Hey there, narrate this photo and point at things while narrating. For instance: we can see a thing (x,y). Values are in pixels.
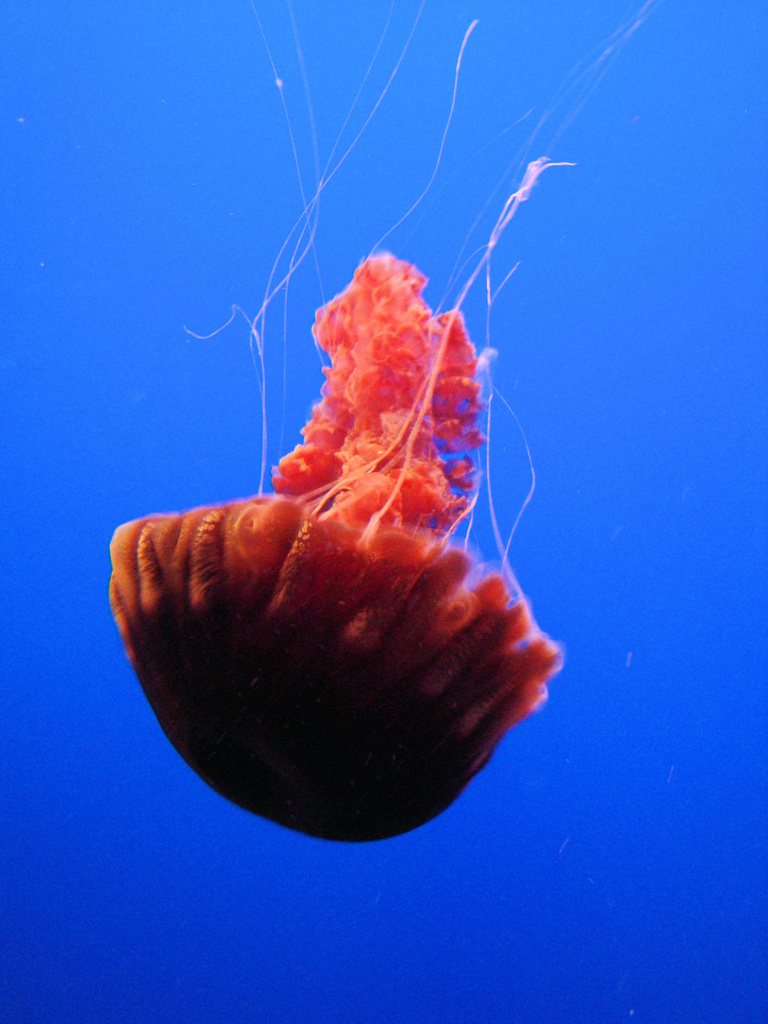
In this image we can see there is a jellyfish (344,655).
